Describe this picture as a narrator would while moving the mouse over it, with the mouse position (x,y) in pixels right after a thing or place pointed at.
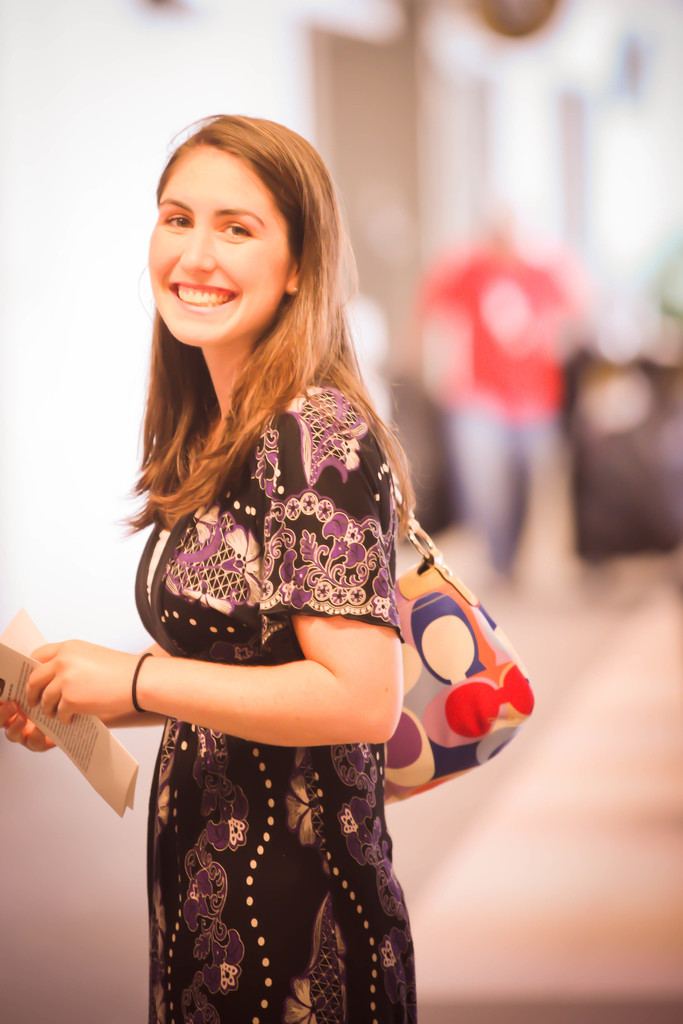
In this image in the center (286,577) there is a woman (298,680) standing and smiling holding papers (65,729) in her hand (49,743) and the background (58,781) is blurry.
